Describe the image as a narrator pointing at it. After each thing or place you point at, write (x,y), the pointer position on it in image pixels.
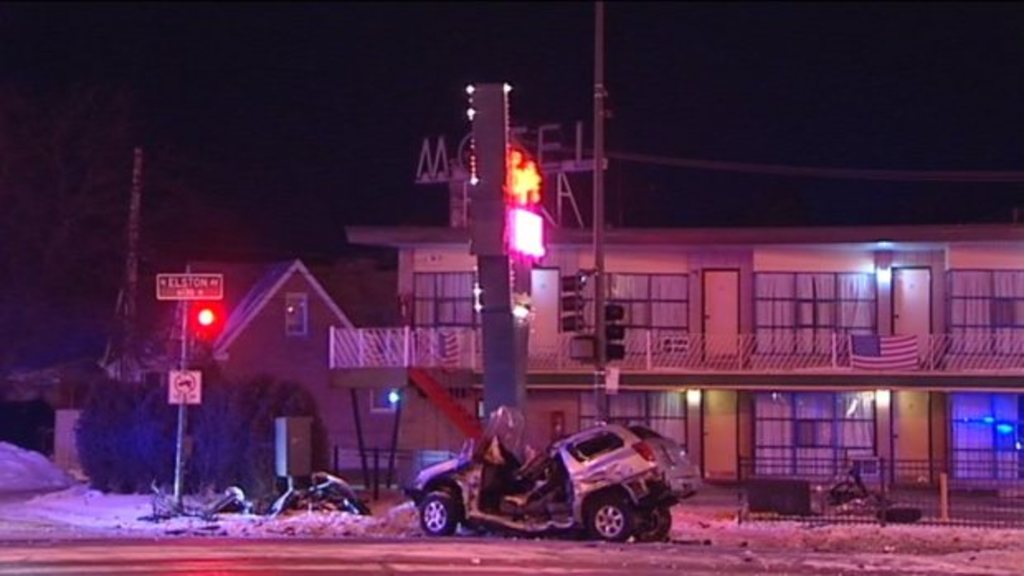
In this image we can see a car (534,507) which is crashed there is road (119,554), signal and in the background of the image (873,379) there are some houses (351,401), plants (278,401) and dark sky (218,219).
